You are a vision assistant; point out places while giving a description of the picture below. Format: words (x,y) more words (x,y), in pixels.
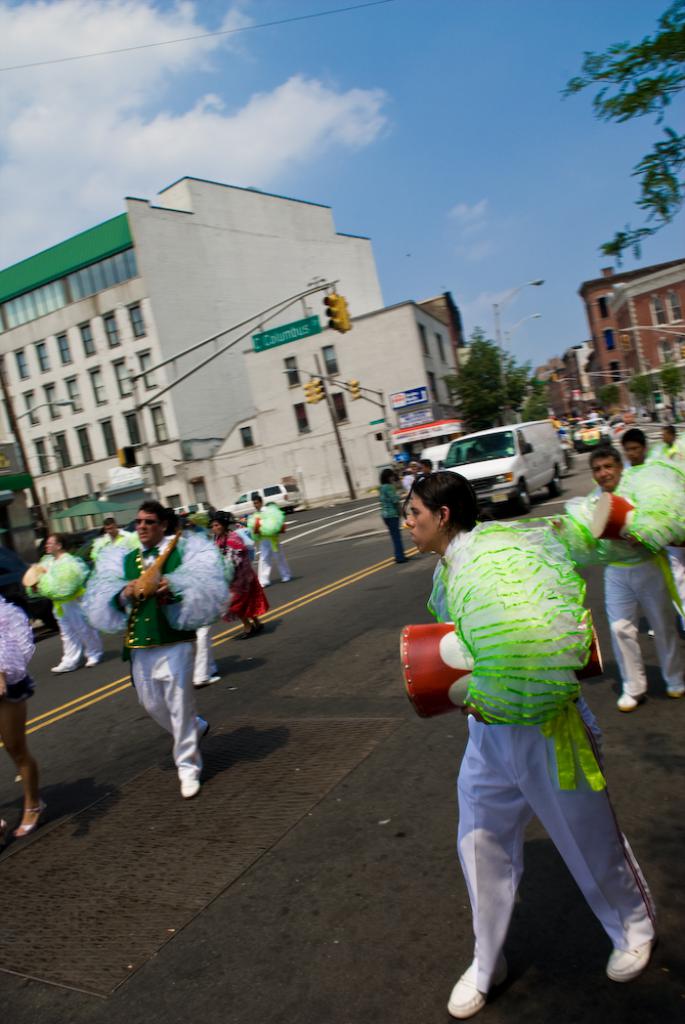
Here a person (578,598) is walking on the road (546,862), this person (546,765) wore white color dress (509,842), holding a red color thing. In the middle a car (523,463) is moving it is in white color. On the left side (129,335) there are buildings (22,297). At the top (313,140) it is the blue color sky (370,216).
